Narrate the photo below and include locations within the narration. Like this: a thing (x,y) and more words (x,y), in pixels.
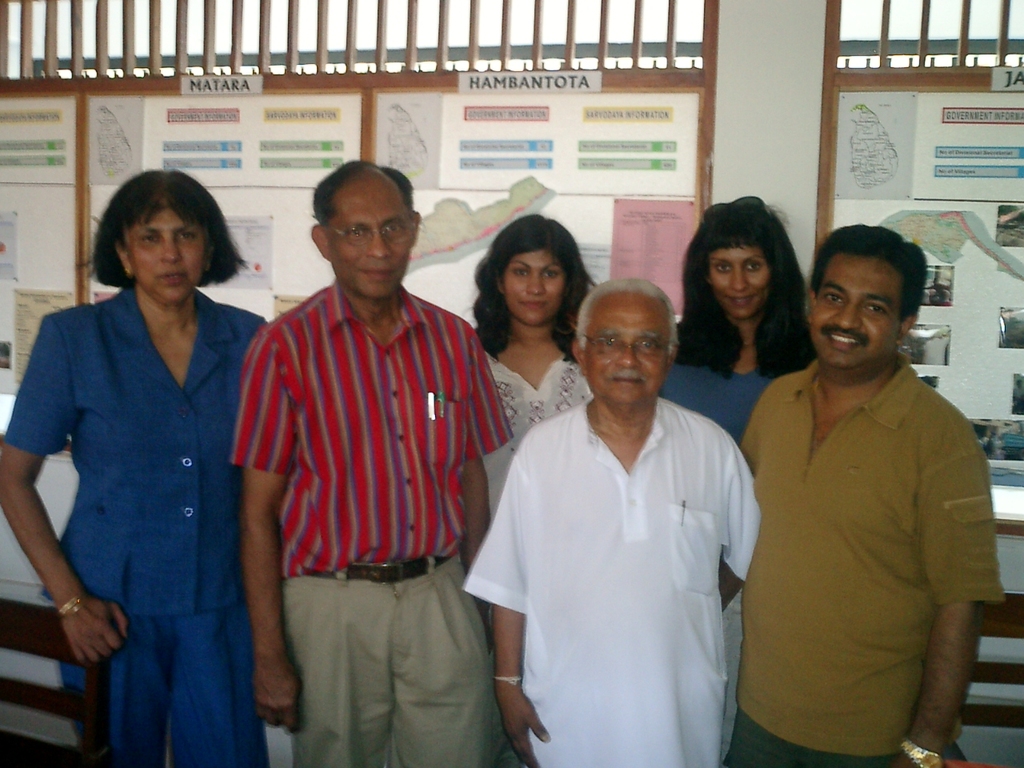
In this image we can see some people (532,444) standing and in the background (349,103) there is a wall (844,142) with some text (949,112).
